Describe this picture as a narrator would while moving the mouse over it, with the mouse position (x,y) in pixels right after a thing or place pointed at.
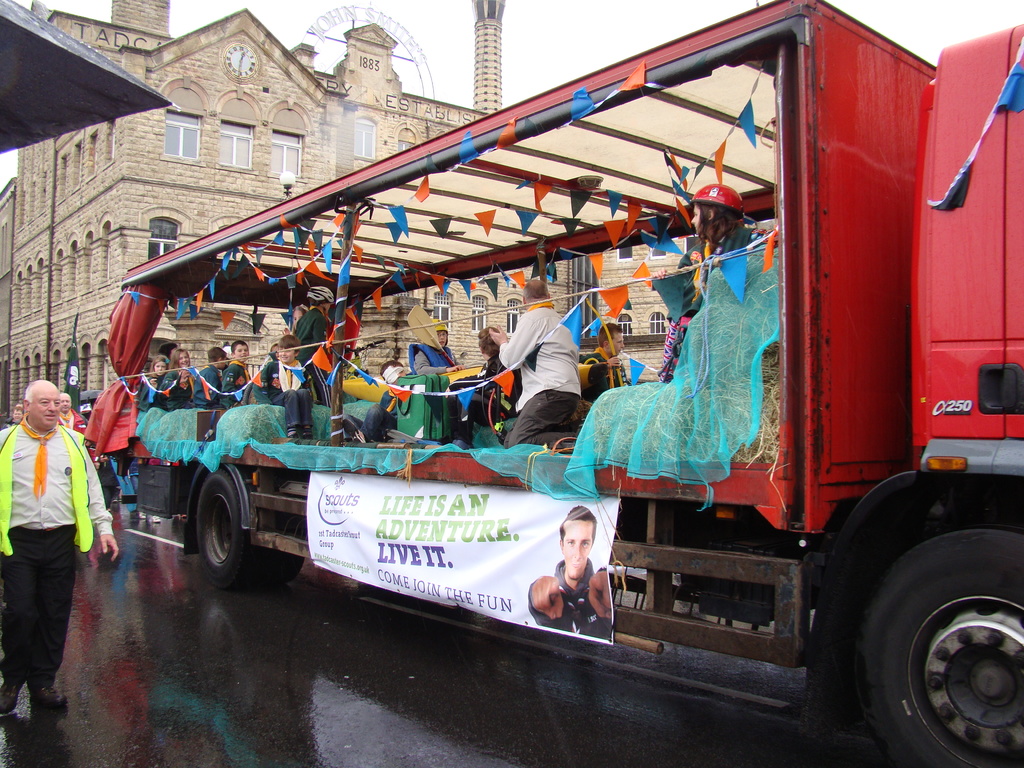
In this image I can see the road (399,750) in front (180,556), on which there are few people (90,467) standing and I see a vehicle (991,182), in which I see few children (389,369) and other people (500,346) and I can see different color of paper (403,211) and I see a banner (382,545) on which there is something written. In the background (9,330) I can see the buildings (281,134) and the sky (428,51) and I can see a clock (251,57) on a building (202,74).
